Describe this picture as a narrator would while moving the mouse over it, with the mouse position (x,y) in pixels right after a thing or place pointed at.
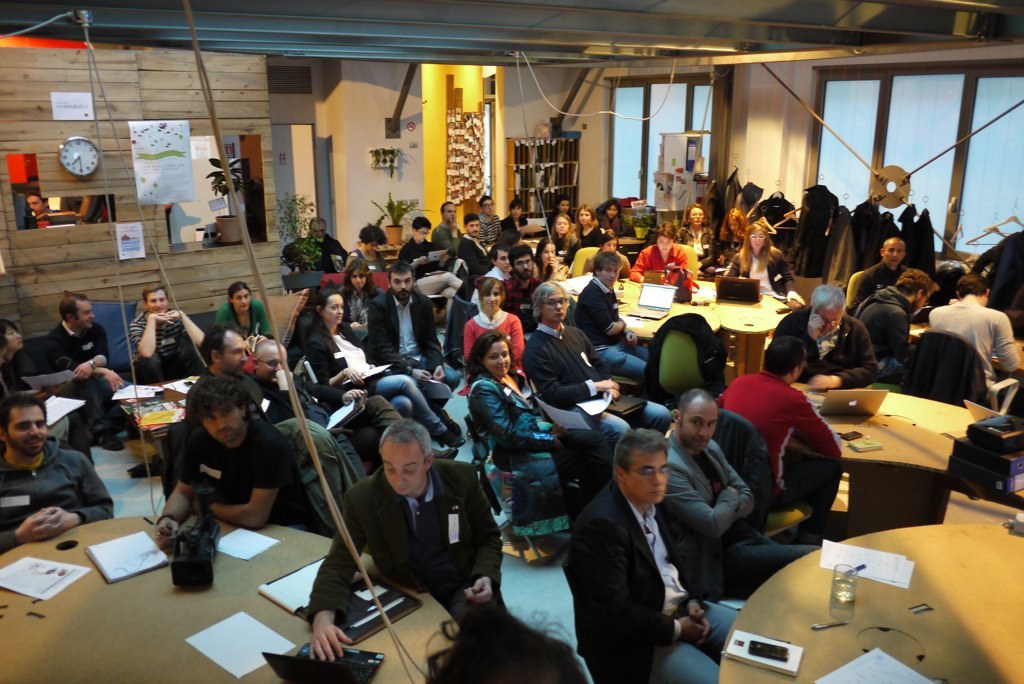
In this image there are many people (69,481) sitting around the table (784,587). This is wooden wall (20,135) on which a wall clock (87,161) is placed and few posters (160,194) are also placed. In the background of the image (306,245) there is a flower pot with plants (391,213). On the top of the table (258,615) there is a laptop (314,665), few papers (255,632), water glass (839,574), a mobile phone (781,648), a book (791,656) etc. These are the glass windows (903,145).
